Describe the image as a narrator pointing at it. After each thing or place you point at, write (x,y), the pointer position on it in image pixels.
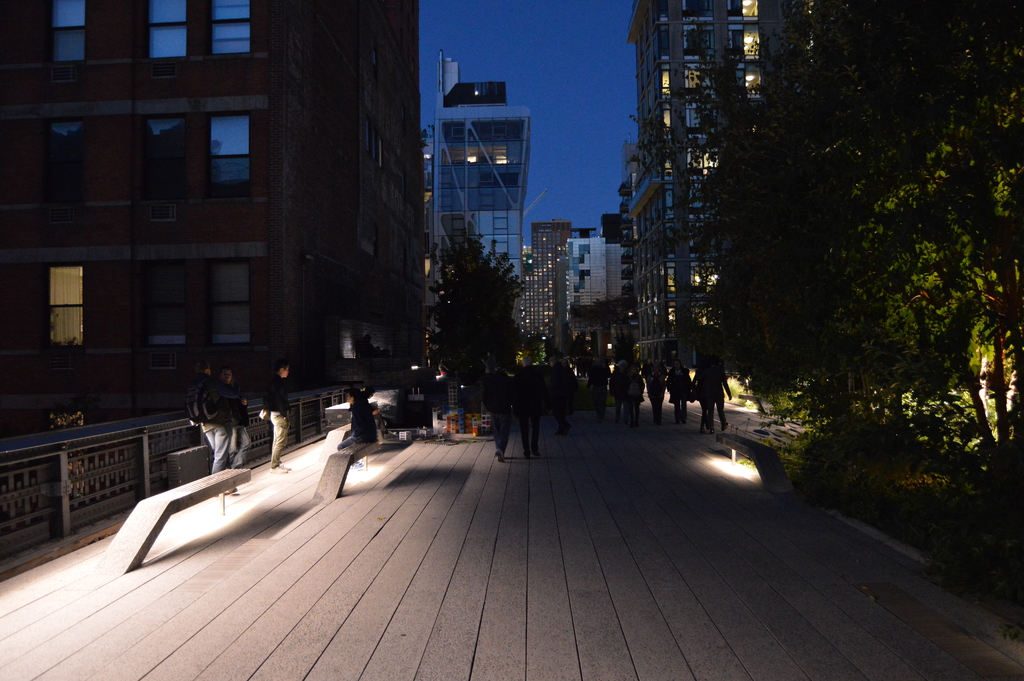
As we can see in the image there are buildings (581,321), few people (499,416) walking here and there and trees (972,320). On the top (580,113) there is sky (574,115).
